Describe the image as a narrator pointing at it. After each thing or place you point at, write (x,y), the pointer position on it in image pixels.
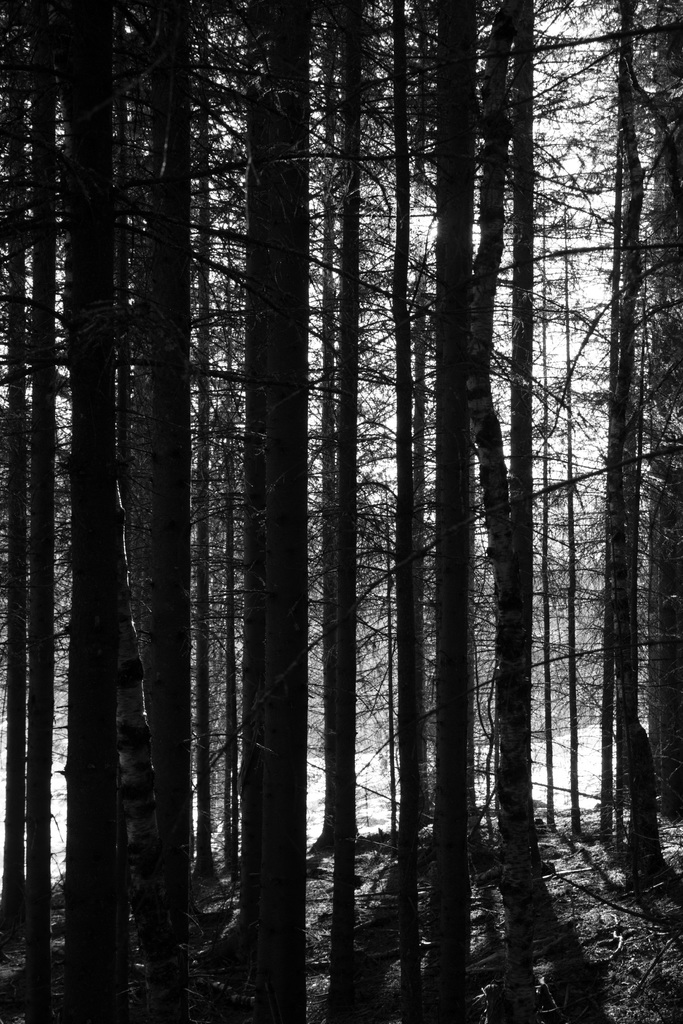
This is a black and white picture. We can see the trees (441,289) and branches (0,591). This looks like a forest area (295,780).
